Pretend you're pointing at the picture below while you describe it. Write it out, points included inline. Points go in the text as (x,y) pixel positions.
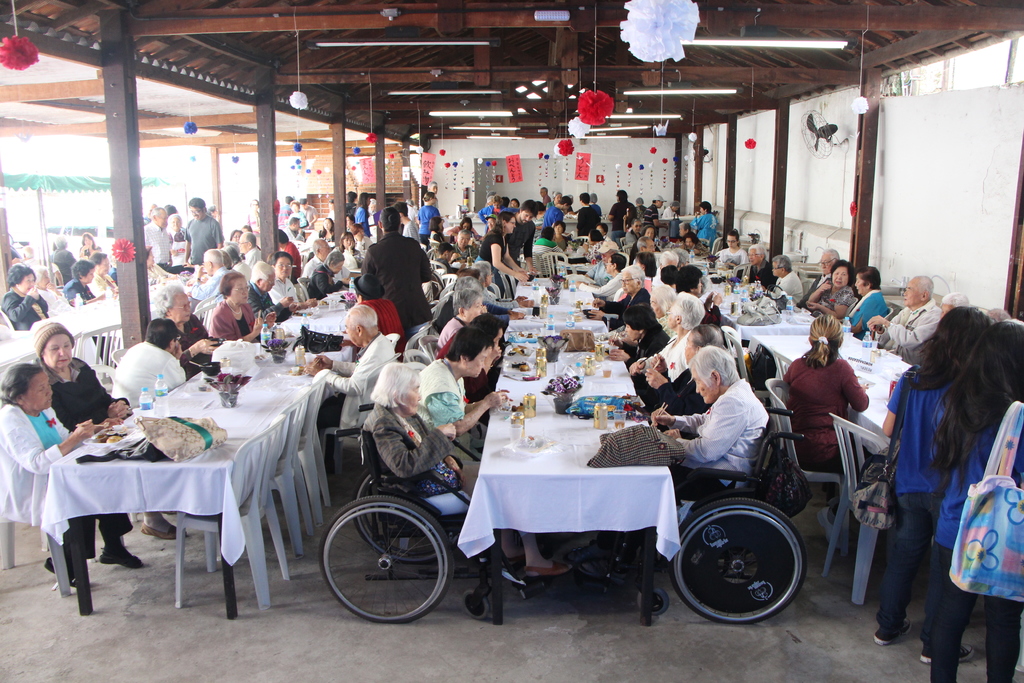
In the picture we can see a wooden shed (611,93) with some poles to it and under it we can see three rows of tables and chairs (862,546) and people (199,343) sitting and having their meals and to the ceiling (364,96) we can see lights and some decorated flowers (607,109) which are red and white in color and outside the shed (488,50) we can see some people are walking.
